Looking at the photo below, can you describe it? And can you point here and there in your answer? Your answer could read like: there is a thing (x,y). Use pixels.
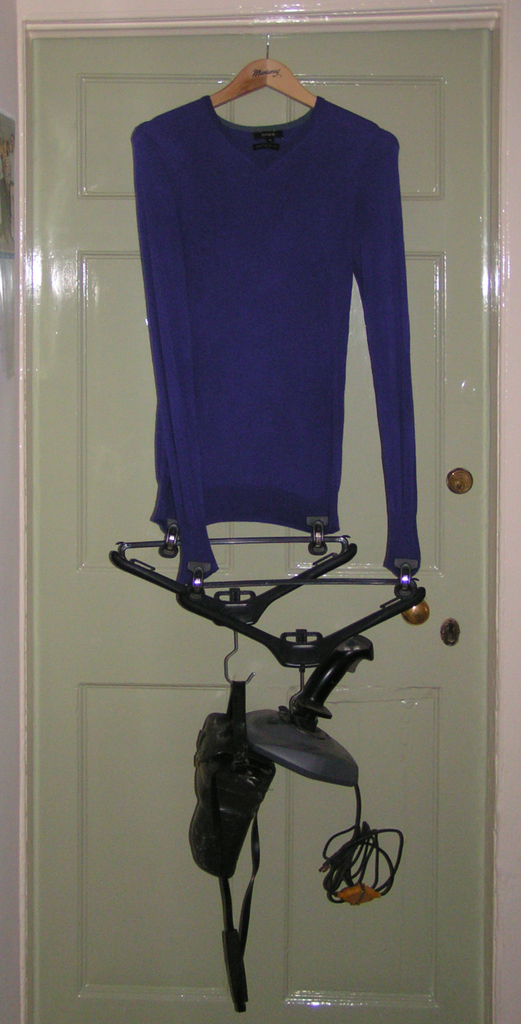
In this picture we can see blue sweater (304,215) hanging on the hanger (258,86). On the door (443,261) we can see the hangers (252,601) and joystick (252,737). Beside that there is a wall (515,648).
